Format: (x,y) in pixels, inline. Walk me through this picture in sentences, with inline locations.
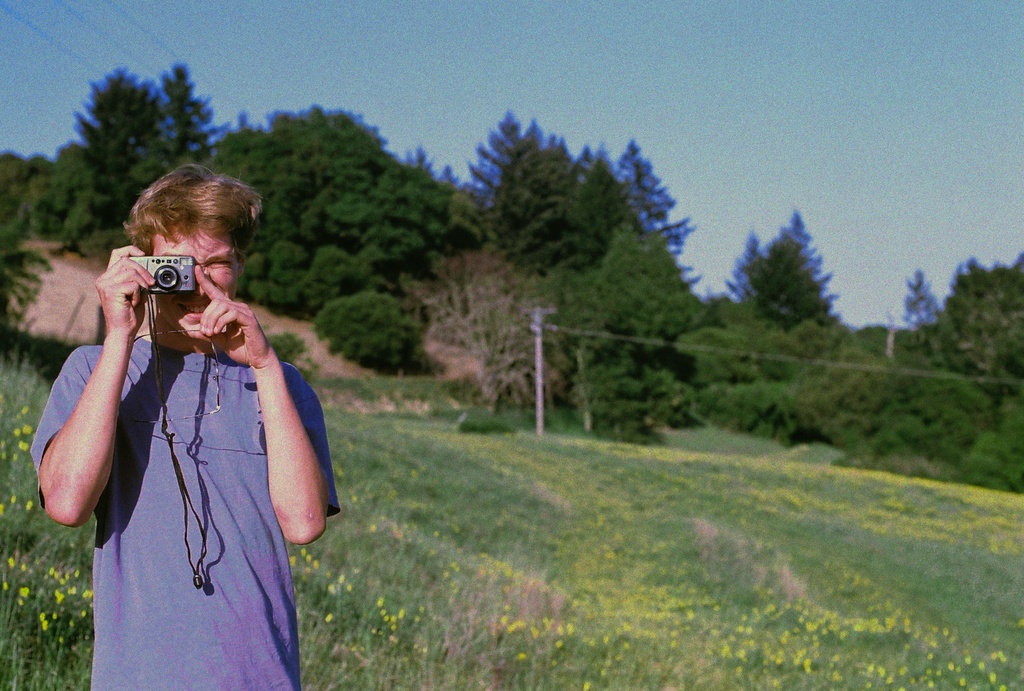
In this image I can see a man (152,673) is standing and holding a camera (178,283). I can also see he is wearing a t-shirt (255,546). In the background (466,554) I can see grass (598,546), a pole (533,319), few trees (559,295) and sky (330,102).
